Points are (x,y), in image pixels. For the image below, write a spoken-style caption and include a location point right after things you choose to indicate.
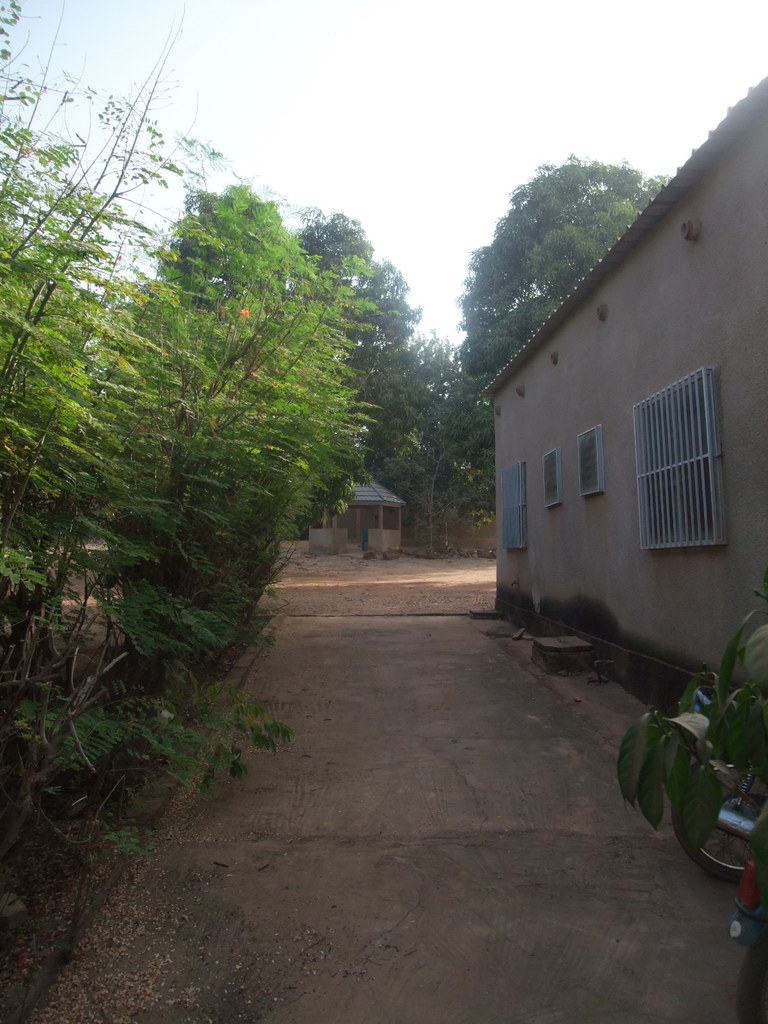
In the picture we can see a house building (597,618) and the windows (663,491) to it and behind it, we can see some trees (405,450) and opposite to it, we can see some plants (106,708) on the path (212,842), in the background (387,239) we can see a sky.
